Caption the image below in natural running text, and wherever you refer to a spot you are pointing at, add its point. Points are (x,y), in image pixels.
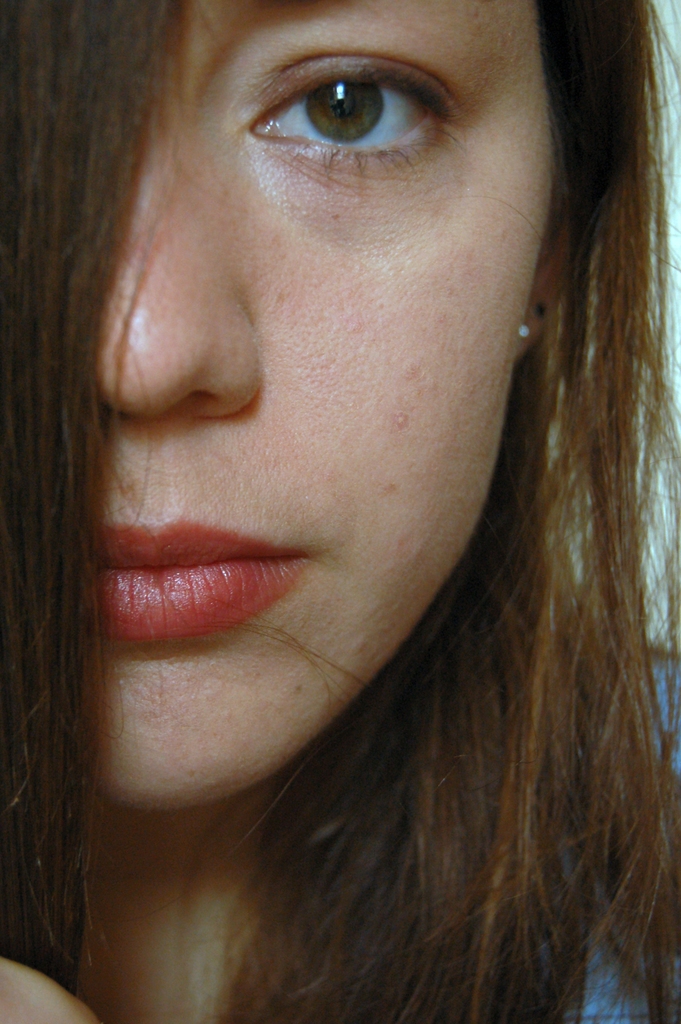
This is the zoom-in picture of a face (324,462) of a woman (529,608).
